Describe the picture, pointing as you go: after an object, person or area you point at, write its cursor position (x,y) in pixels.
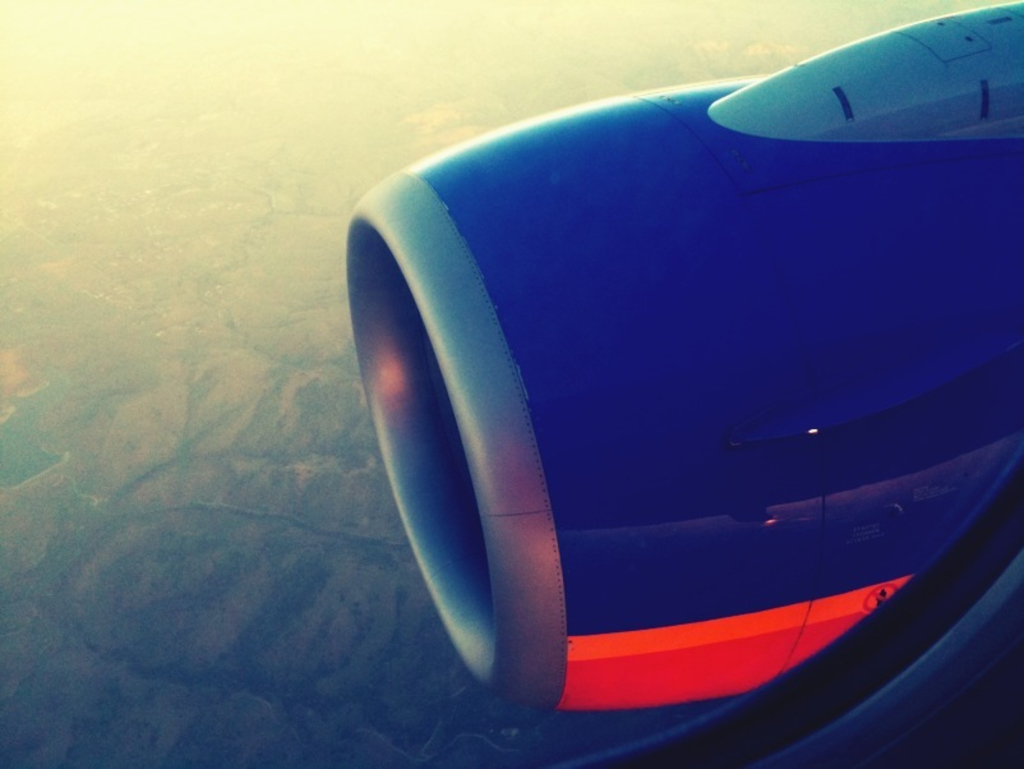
In this image, at the right side (711,691) we can see a blue color aircraft turbine (575,592).
